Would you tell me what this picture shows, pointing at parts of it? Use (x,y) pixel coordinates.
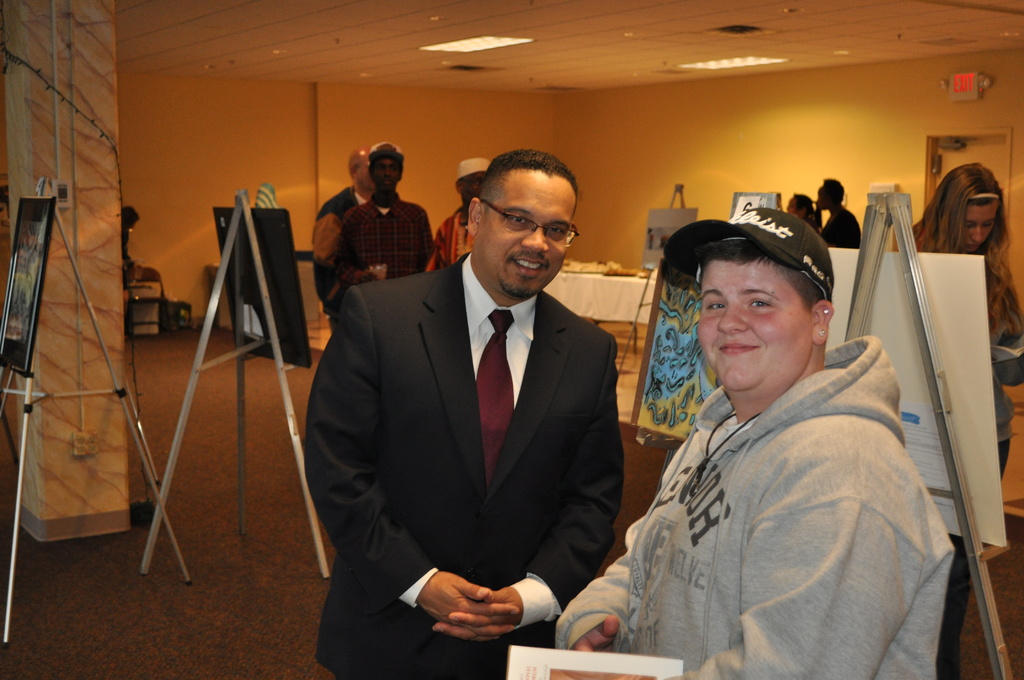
In this image I can see a person (741,492) wearing ash colored dress (814,520) and a person (481,444) wearing black blazer (426,406) and white shirt (479,329) are standing and smiling. In the background (684,346) I can see few persons (826,192) standing, few painting boards (294,346), the wall (736,156), the ceiling (264,49), the door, a pillar (43,140) and few lights (708,64) to the ceiling (704,45).
